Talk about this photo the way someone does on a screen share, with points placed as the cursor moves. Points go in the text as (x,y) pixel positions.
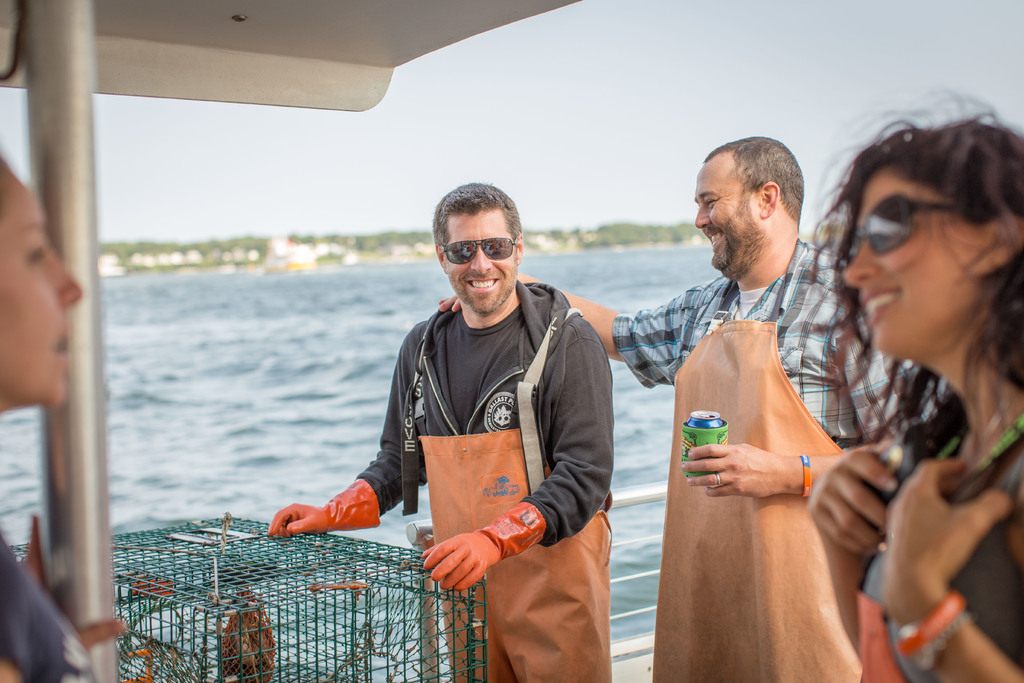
In this image in the foreground (992,344) there are some persons (1023,361) standing, and one person (543,468) is wearing a gloves (480,535) and one person (726,484) is wearing an apron (468,525). At the bottom (238,641) there is some box (349,643), pole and some objects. In the background (165,456) there is a sea (623,281), trees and some buildings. At the top of the image (589,174) there is sky (552,155).
